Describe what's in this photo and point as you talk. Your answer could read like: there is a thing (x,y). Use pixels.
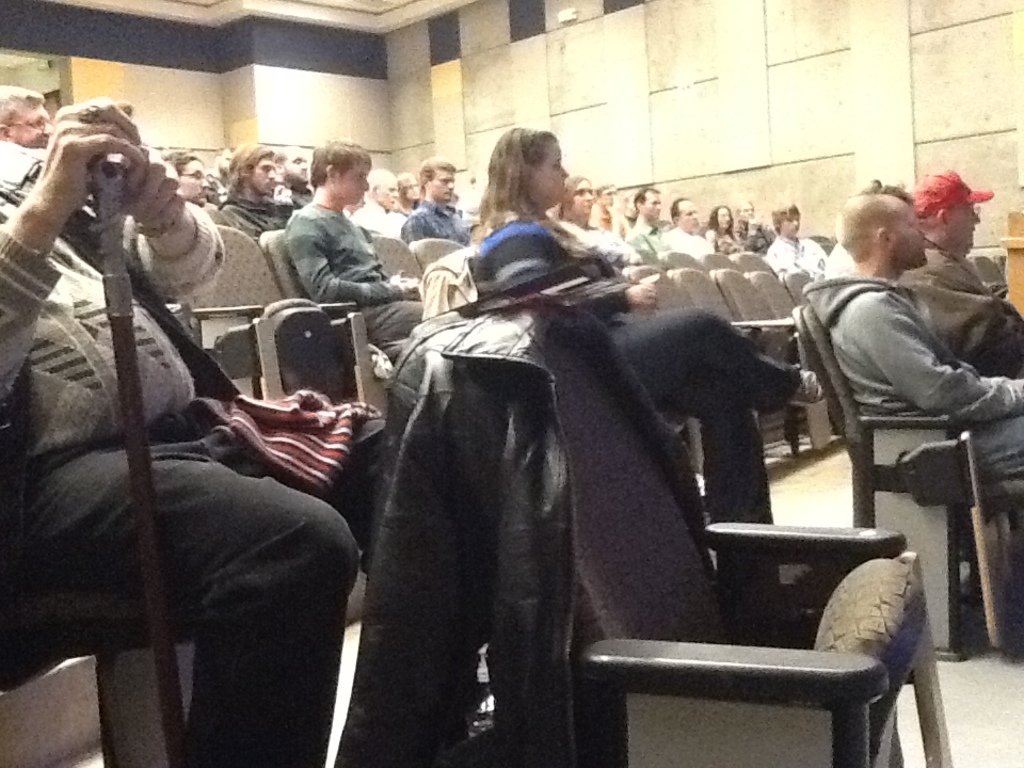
In this image there are many people (627,320). On the right (899,337) there is a man (898,340) he wear jacket (894,343) he is sitting on the chair (891,451). In the background (713,101) there is a wall (786,145). In the middle (640,369) there is a woman (629,322).
